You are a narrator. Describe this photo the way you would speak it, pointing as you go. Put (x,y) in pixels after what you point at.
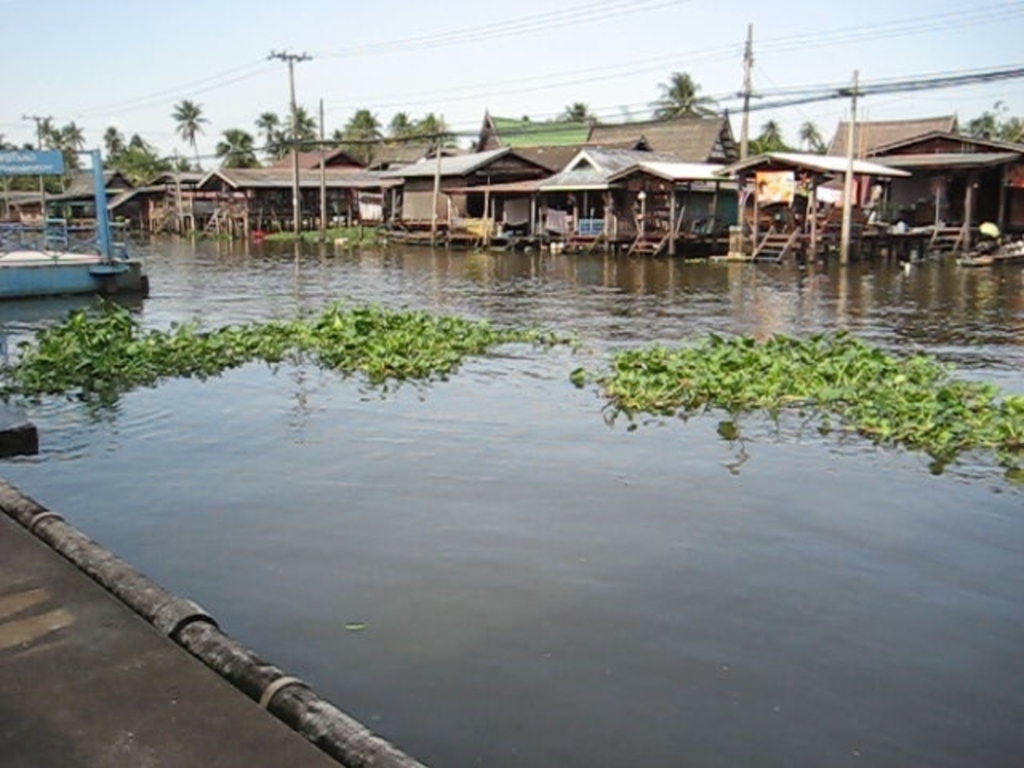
In this image we can see a group of houses (627,234) with the roof (625,151). We can also see some plants (745,388) in a water body (768,586), a group of trees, some ladders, some poles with wires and the sky (591,84) which looks cloudy. On the left side (163,607) we can see the pathway (138,678), a fence (35,238) and a pole (99,204).
